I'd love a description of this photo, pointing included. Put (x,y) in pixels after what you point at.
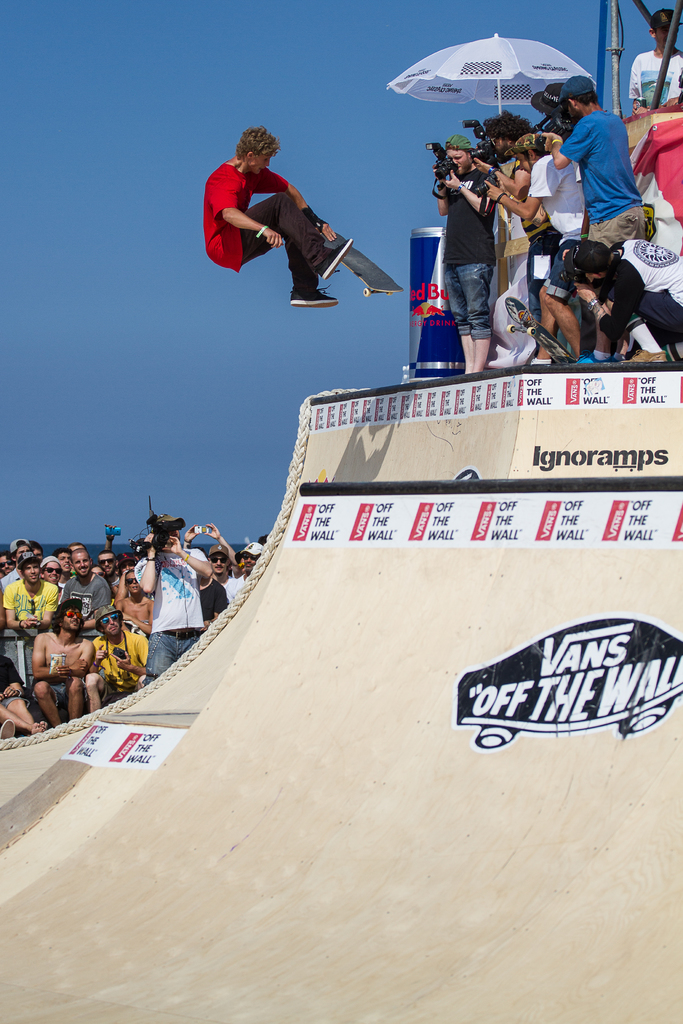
In this image I can see on the left side (165,612) a group of people (128,565) are there. In the middle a man (298,244) is doing the skating, on the right side (608,276) few men (619,276) are standing by holding the cameras (485,189), there is an umbrella (522,103). At the top (342,95) there is the sky (306,109).
